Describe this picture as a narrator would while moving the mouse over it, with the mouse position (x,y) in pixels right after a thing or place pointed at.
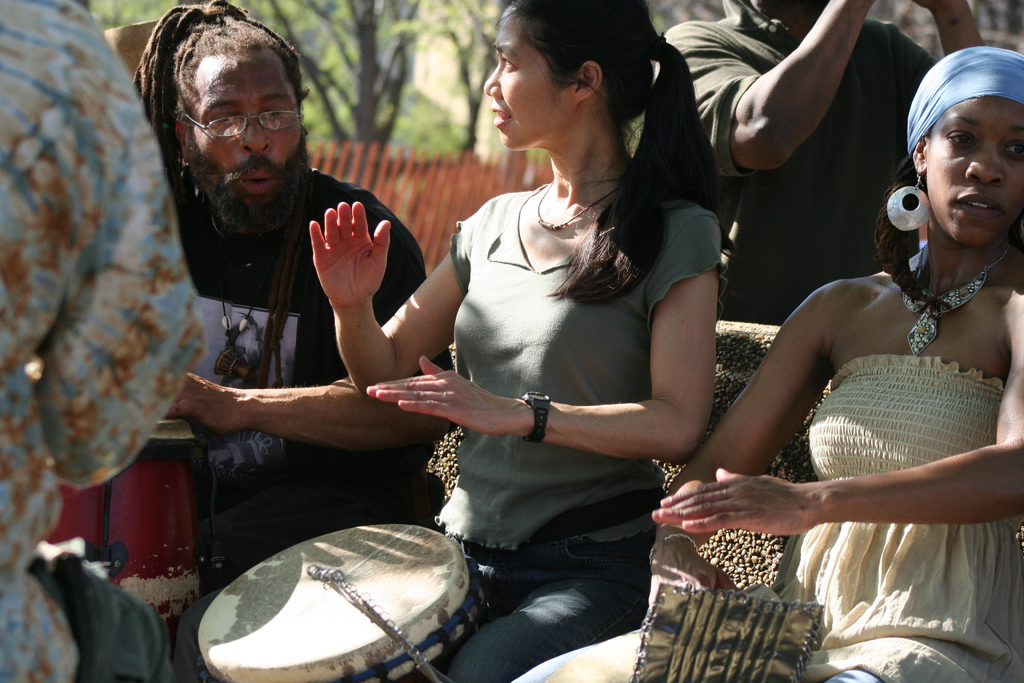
A woman (458,414) is playing the drums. Beside her a man (444,422) with a beard (271,203) and long hair (167,87) is playing drums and singing. There is another woman (867,415) to the right side of the image (896,310). There are two people (863,206) surrounding these three people (655,170).
